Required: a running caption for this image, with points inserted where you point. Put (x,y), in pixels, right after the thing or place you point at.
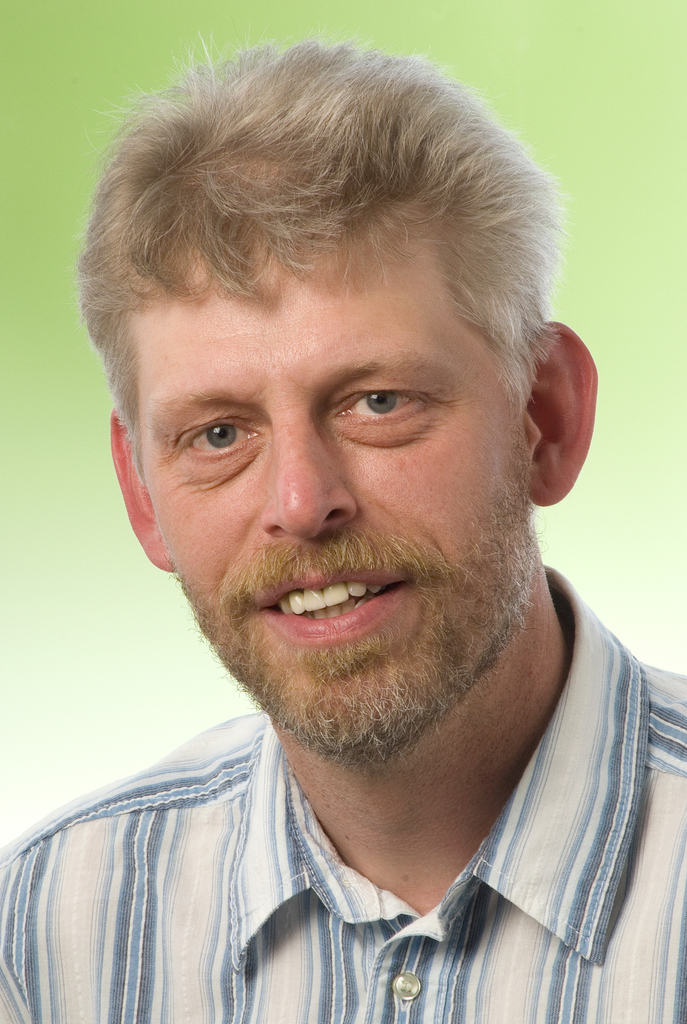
In this image we can see a man (353,657). He is smiling. In the background (75,374) it is light green.
